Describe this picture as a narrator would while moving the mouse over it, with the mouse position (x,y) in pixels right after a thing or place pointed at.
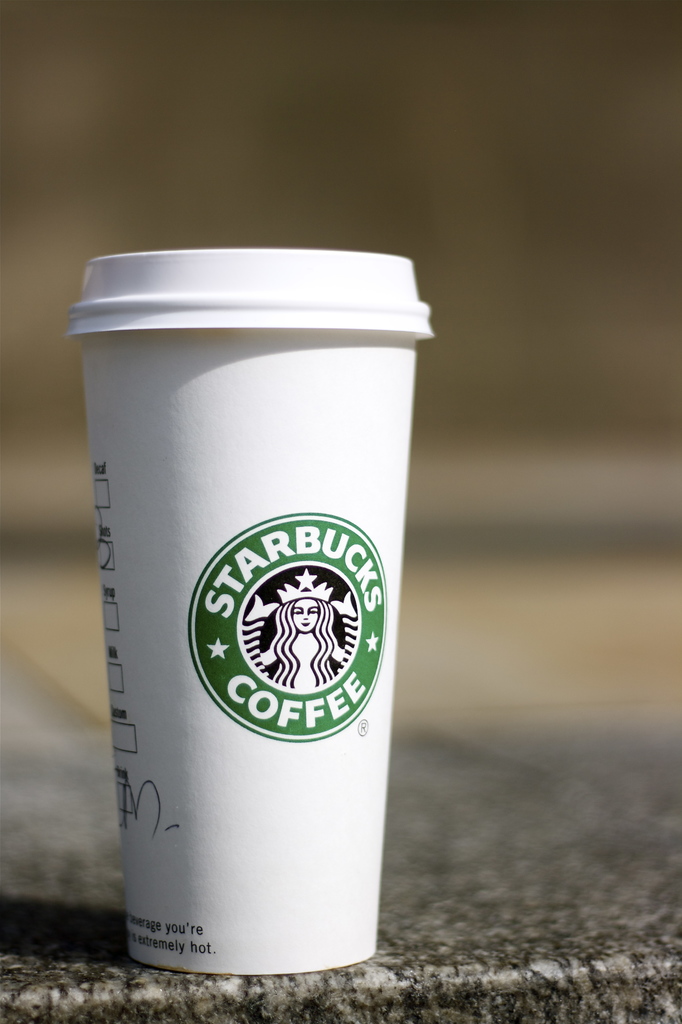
There is a white tumbler (276,473) with a cap (295,284). And a logo (269,570) is on the tumbler (299,674). It is kept on the stone table (512,937).
